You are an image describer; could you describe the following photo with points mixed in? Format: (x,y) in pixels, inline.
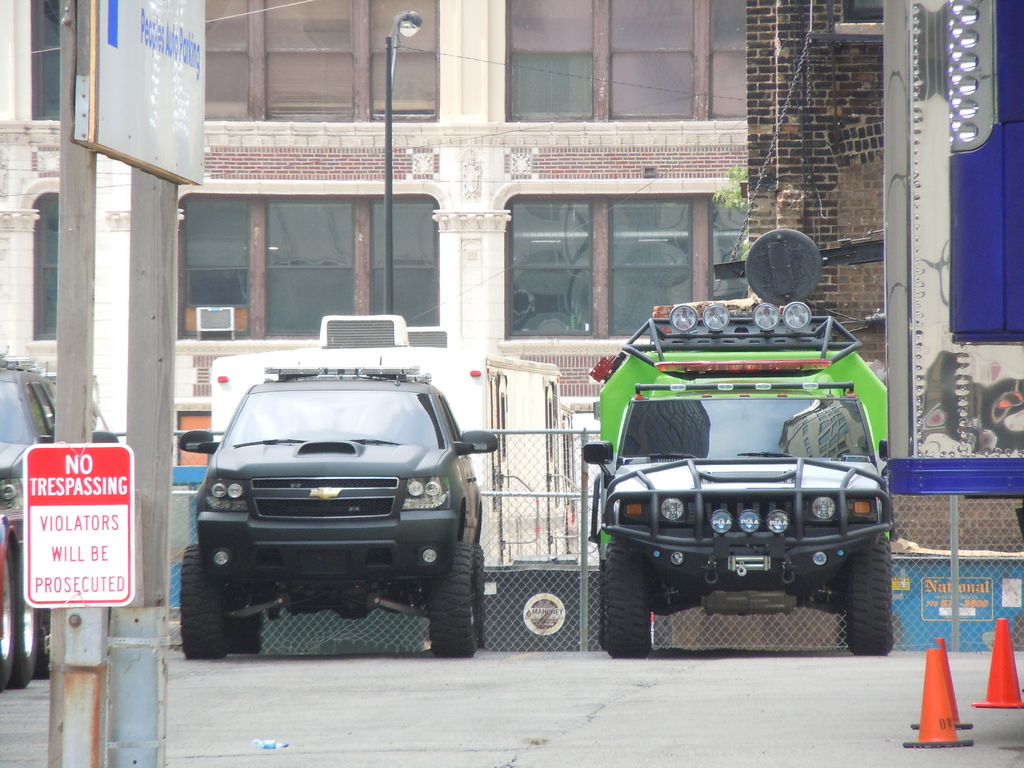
In this image I can see two vehicles (684,538) parking on the road (667,651) and to the right bottom corner (932,712) there are traffic cones (1013,667) and to the left side of the image (114,6) there is a sign board (97,486), and in the background (491,261) there is a building (531,102). Also in between the two cars (708,473) i can see iron fencing (553,520).
